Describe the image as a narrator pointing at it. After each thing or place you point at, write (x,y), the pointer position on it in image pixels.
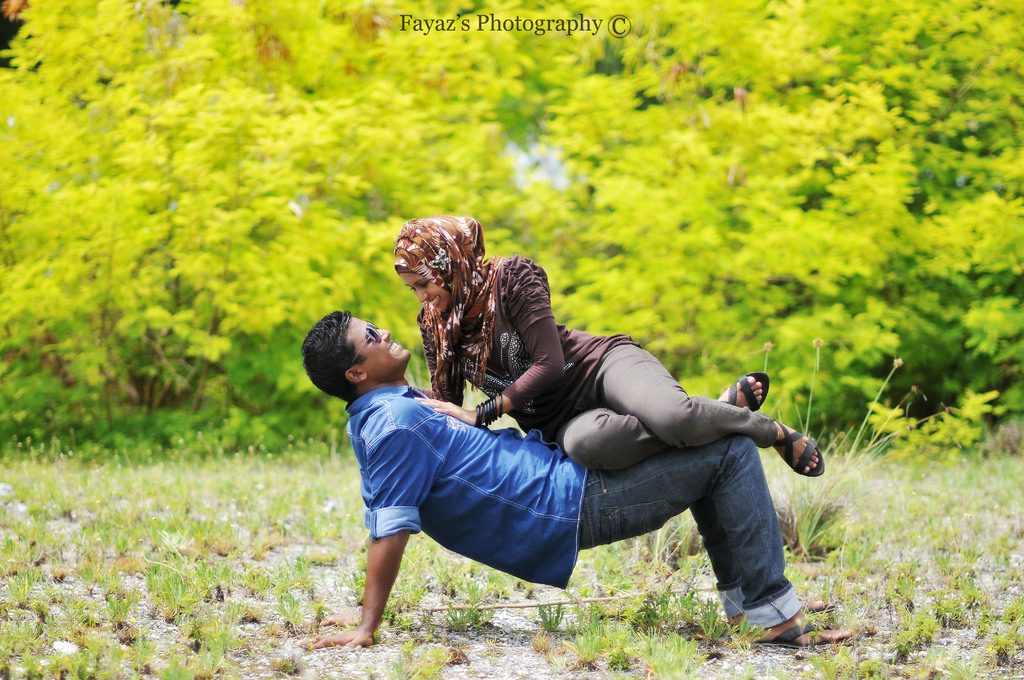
In this picture we can see a man (457,490) and woman (518,383), she is seated on him, and they both are smiling, in the background (854,290) we can see few trees (358,165).
